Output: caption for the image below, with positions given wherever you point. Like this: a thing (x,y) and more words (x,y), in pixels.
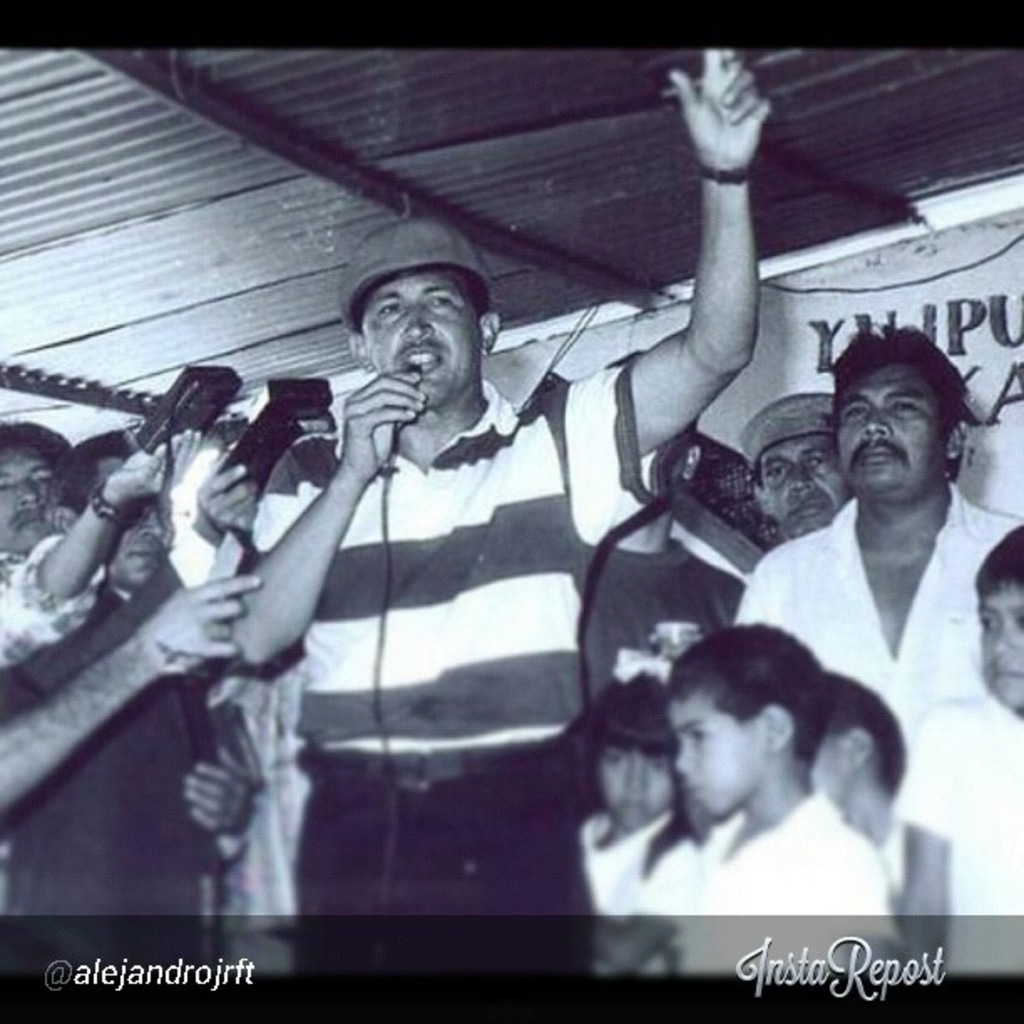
This is a black and white picture. The man (262,560) in the middle of the picture (495,497) wearing striped t-shirt (461,705) is holding a microphone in his hand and he is talking on the microphone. Beside him, the man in black shirt (116,621) is holding a microphone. Beside him, we see people (151,584) holding recorders (171,427) Behind them, we see a white wall (796,358) with some text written on it and at the top of the picture (381,208), we see the roof (450,212) of the room (529,212).
